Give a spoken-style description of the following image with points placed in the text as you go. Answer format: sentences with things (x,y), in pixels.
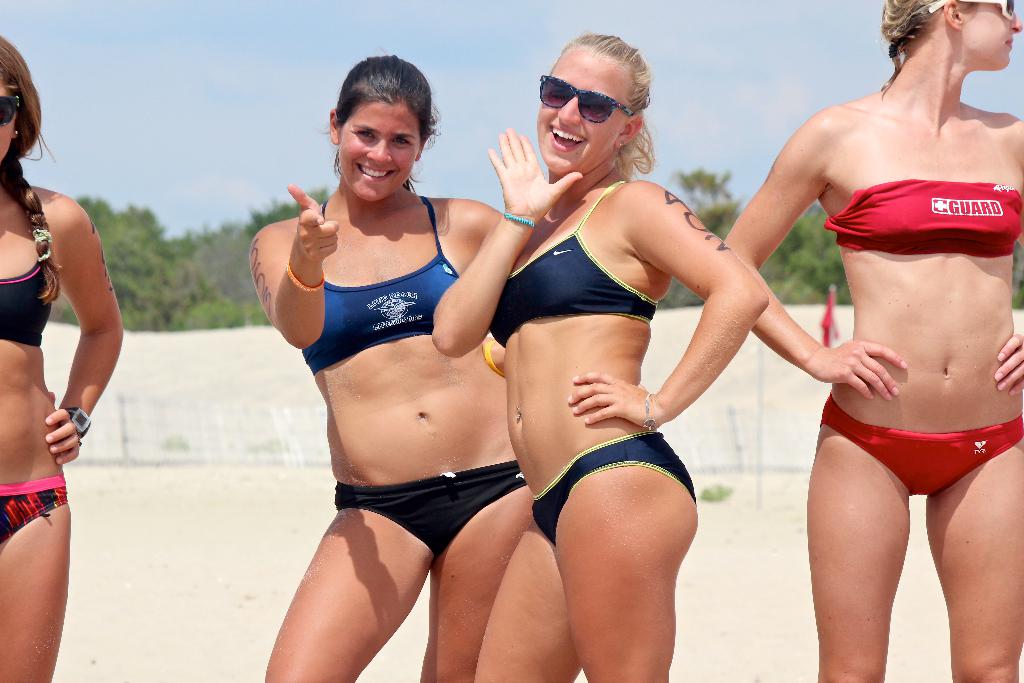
There are four women (351,353) standing. In the background (190,284) we can see trees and sky (200,104).
